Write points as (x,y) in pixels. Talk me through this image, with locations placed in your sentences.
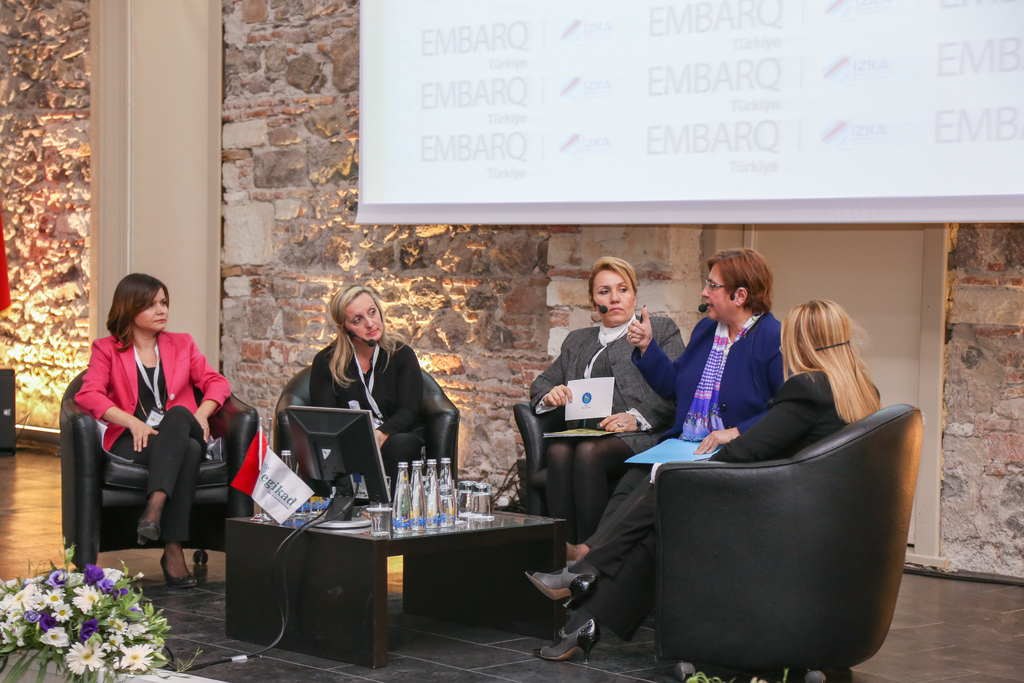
This picture shows few woman (821,368) seated on the chairs (867,574) and holding some papers (663,443) in their hands (205,441) and they wore ID tags (152,412) on their necks (143,355) and we see few bottles (442,509), glasses (476,512) and couple of flags (268,479) on the table (269,590) and we see a flower vase (28,664) and the screen (984,73) on the wall (340,179).
